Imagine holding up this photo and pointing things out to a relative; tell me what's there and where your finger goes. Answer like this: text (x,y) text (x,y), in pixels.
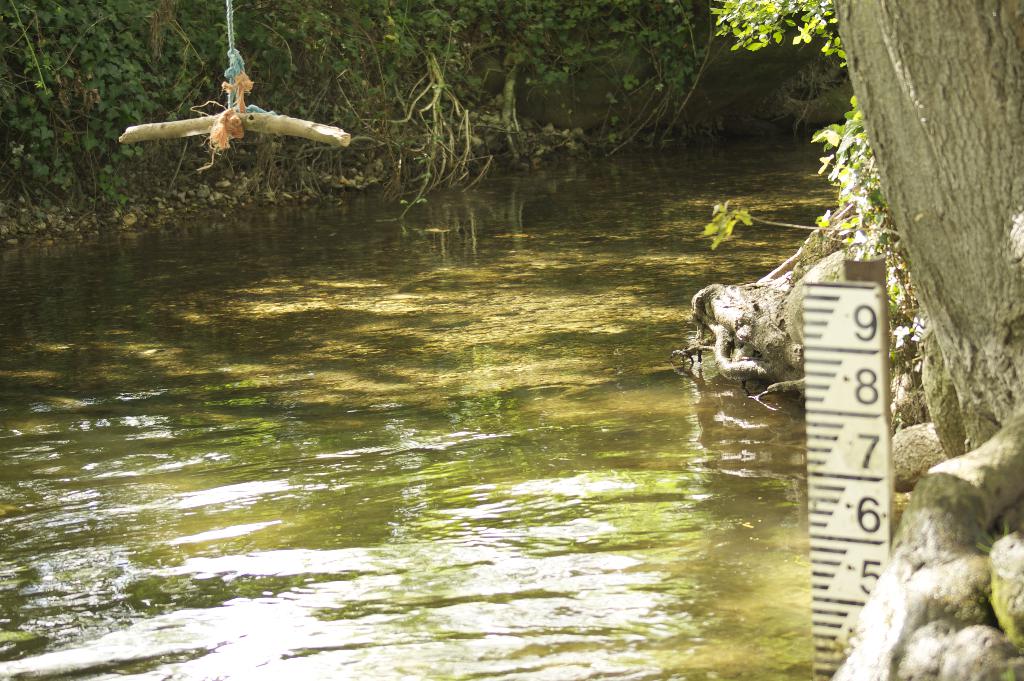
These are trees (545,52), this is water (541,497).
